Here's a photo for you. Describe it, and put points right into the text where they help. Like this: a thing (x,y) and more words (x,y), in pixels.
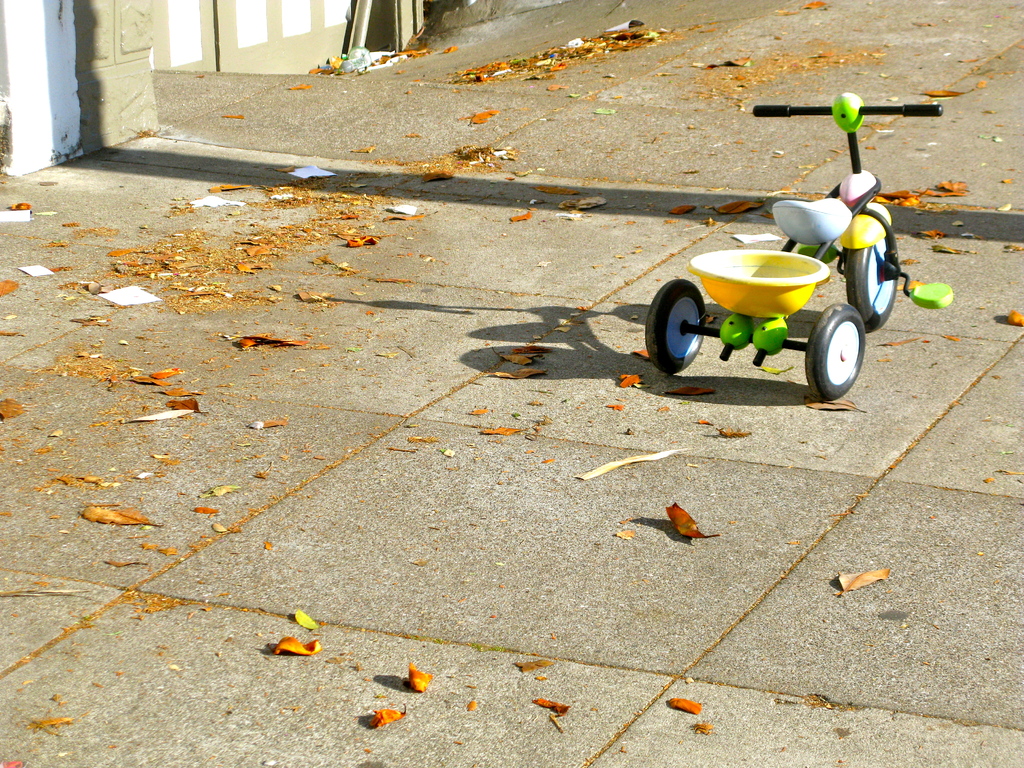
On the right side (825,208), there is a toy vehicle (766,296) on the road (708,382), on which there is a dust (397,165). In the background (118,84), there is a wall (162,60).
